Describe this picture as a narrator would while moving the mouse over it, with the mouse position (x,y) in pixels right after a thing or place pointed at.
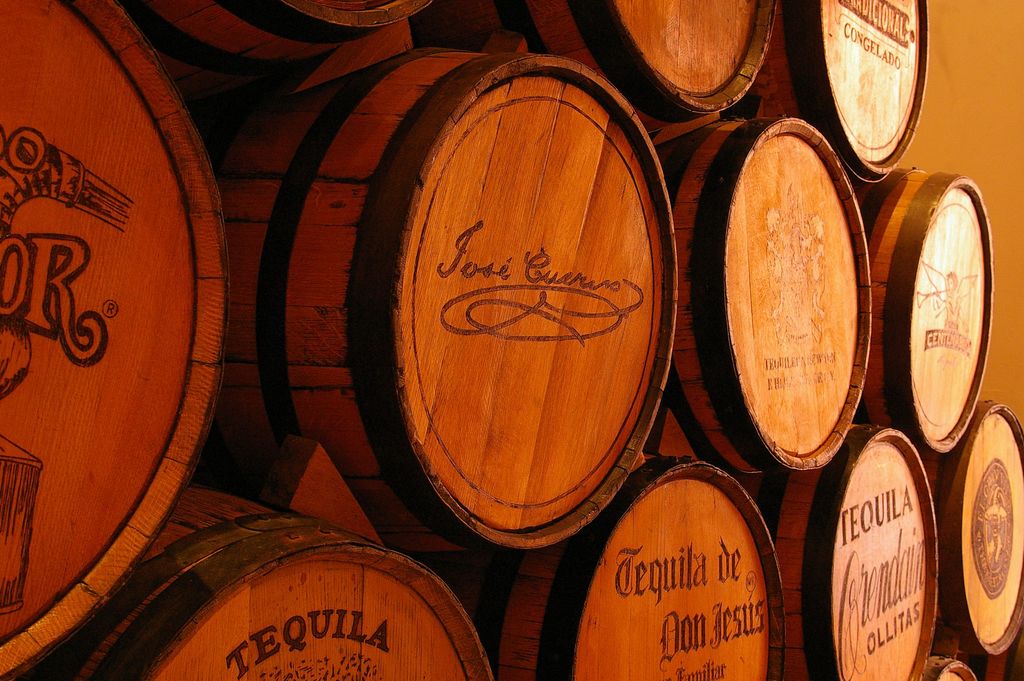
In the image we can see there are wooden drums (618,486) kept one on another.
